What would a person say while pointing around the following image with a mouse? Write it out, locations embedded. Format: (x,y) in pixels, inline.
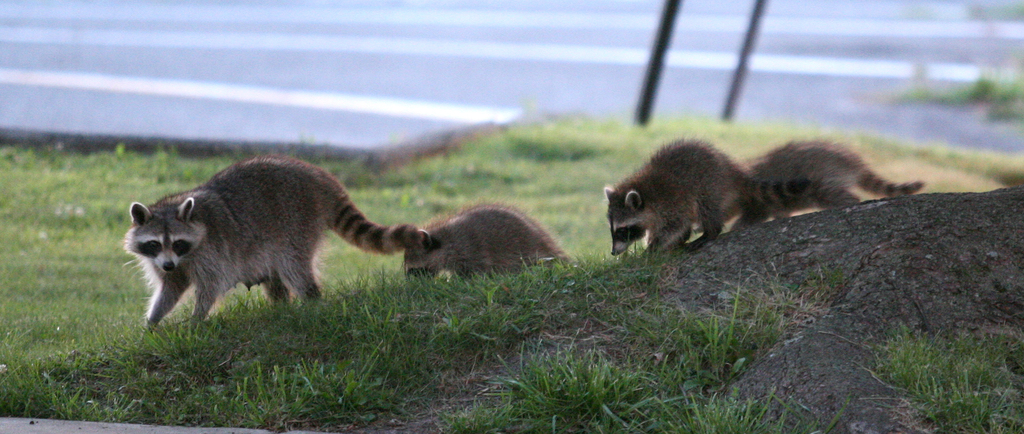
In this image I can see few raccoons (398,231) are walking on the ground (259,325) towards the left side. In the background (68,208), I can see the grass (102,273). On the right side (945,281) there is a rock (890,266).
